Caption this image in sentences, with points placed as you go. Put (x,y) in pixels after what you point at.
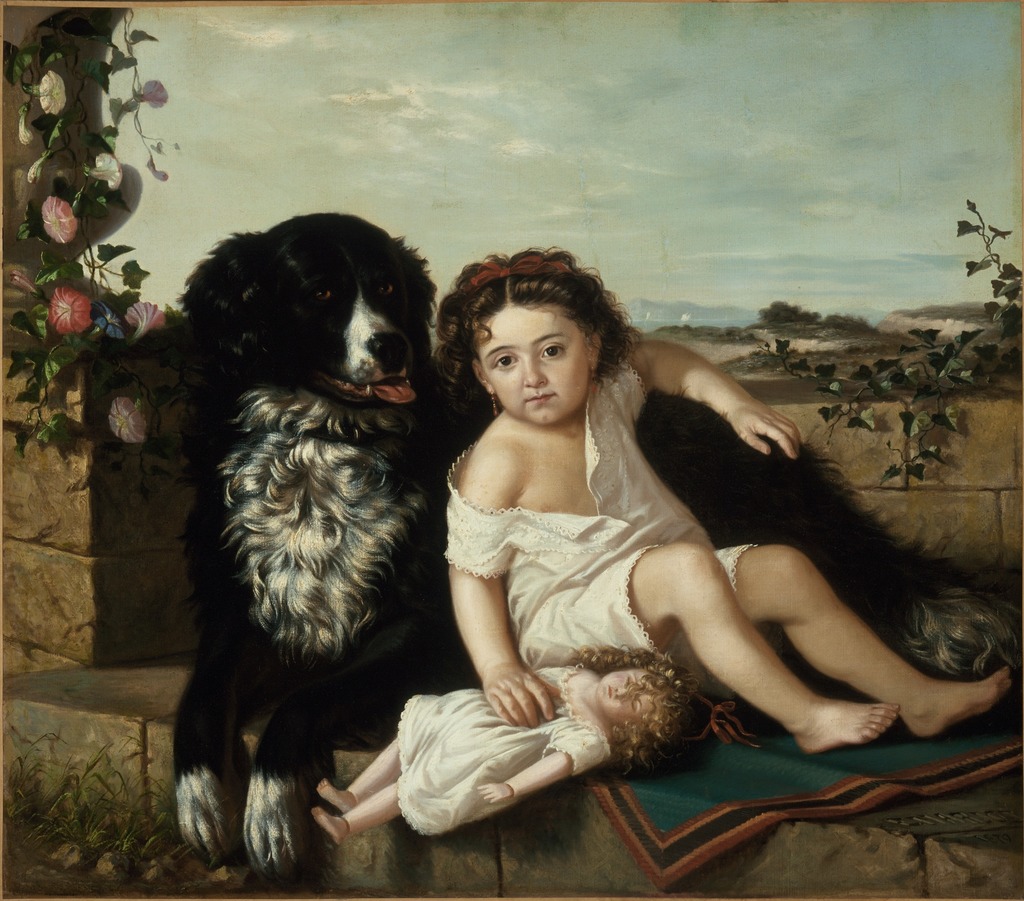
This looks like a painting. I can see a girl (512,504) and a dog (368,667) sitting on the wall (335,865). She is holding a doll (569,726) in her hand (545,698). This looks like a carpet (720,820). I can see a plant (81,133) with the colorful flowers (64,236). This is the sky (680,132). In the background (826,317), I can see the trees (849,319).
